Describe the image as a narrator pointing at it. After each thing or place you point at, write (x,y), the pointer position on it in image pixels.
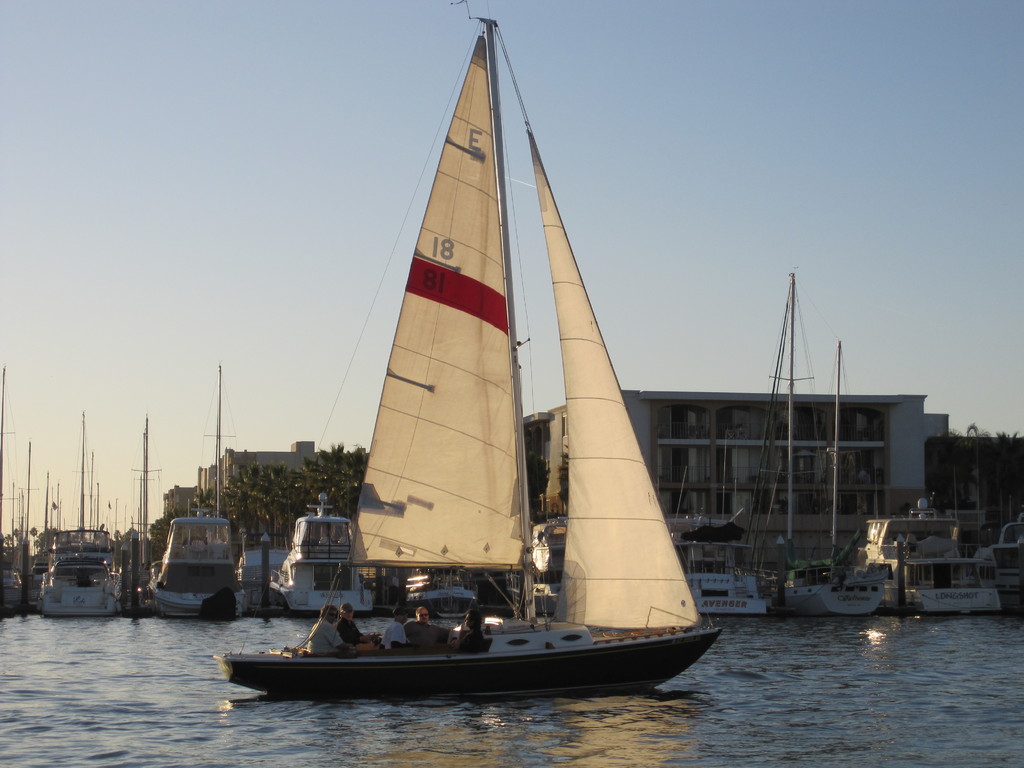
In this image I can see few ships (525,501) on the water (731,685). In the background (888,510) I can see few buildings (904,507) and trees (355,480) and the sky (571,175) is in blue and white color.
